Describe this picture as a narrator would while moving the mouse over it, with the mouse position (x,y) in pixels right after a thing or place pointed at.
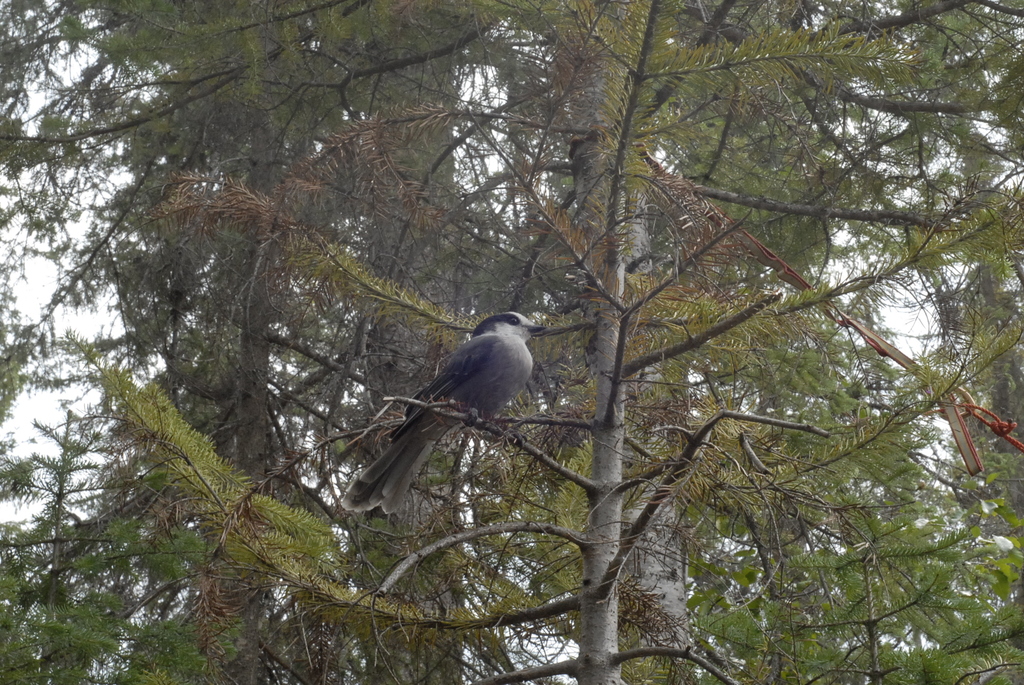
In this picture there is a bird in the center of the image (428,378) on a stem (404,399) and there is a tree (300,317) in the background area of the image (290,291).
